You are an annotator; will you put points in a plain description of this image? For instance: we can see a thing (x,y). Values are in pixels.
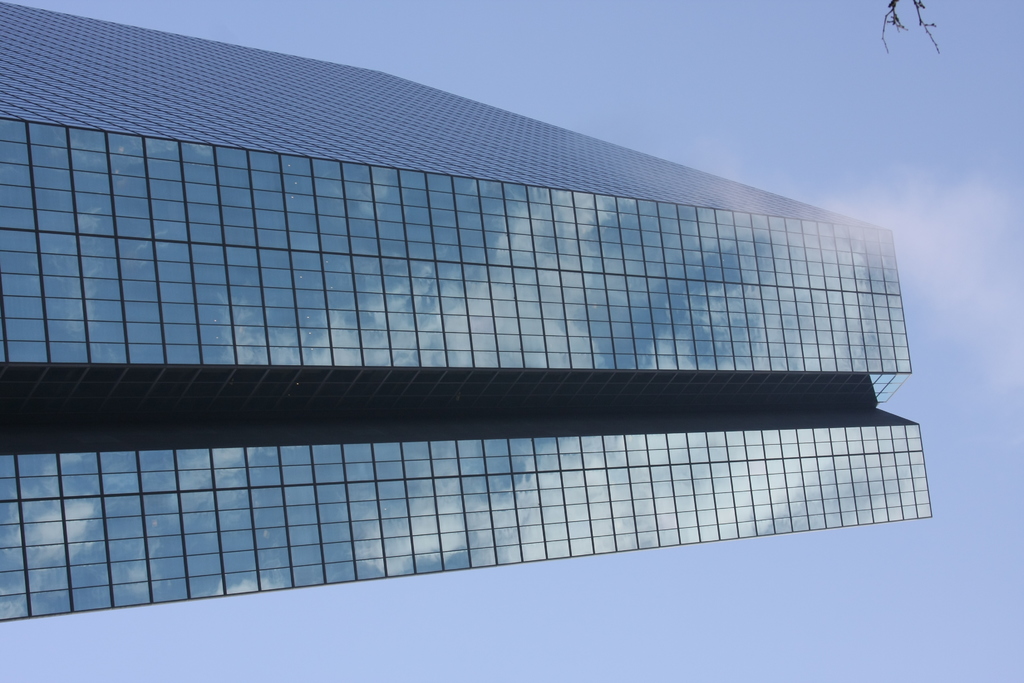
In this image I can see a building (545,221) in the front (479,398) and in the background (978,480) I can see the sky (899,151). On the top right side of this image (903,22) I can see few black colour things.
